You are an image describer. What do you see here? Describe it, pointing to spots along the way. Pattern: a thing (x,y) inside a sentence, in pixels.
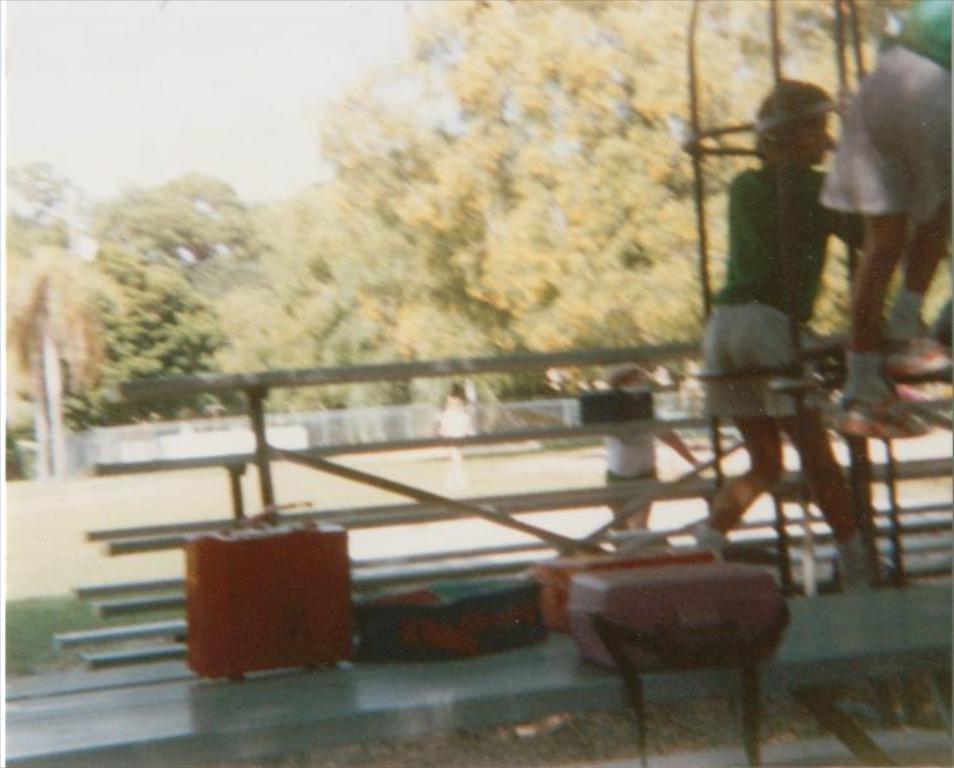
In the center of the image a table (832,599) is present. On the table (820,609) we can see suitcase (563,606) are there. On the right side of the image (808,128) some persons (824,126) are there. In the middle of the image (452,477) ground (73,515) is there. In the background of the image (319,323) trees (259,250) are present. At the top of the image (228,78) sky (246,83) is there.
